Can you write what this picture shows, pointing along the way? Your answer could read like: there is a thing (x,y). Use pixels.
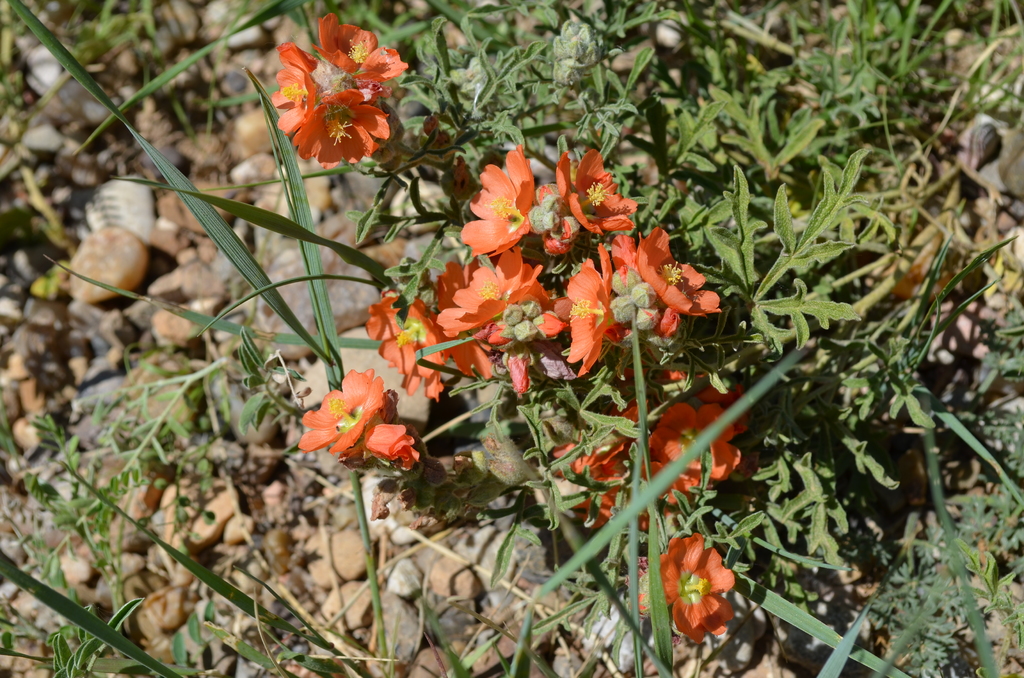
In this image we can see some plants (555,260), buds (561,436), and flowers (634,403), also we can see some stones (288,443).
